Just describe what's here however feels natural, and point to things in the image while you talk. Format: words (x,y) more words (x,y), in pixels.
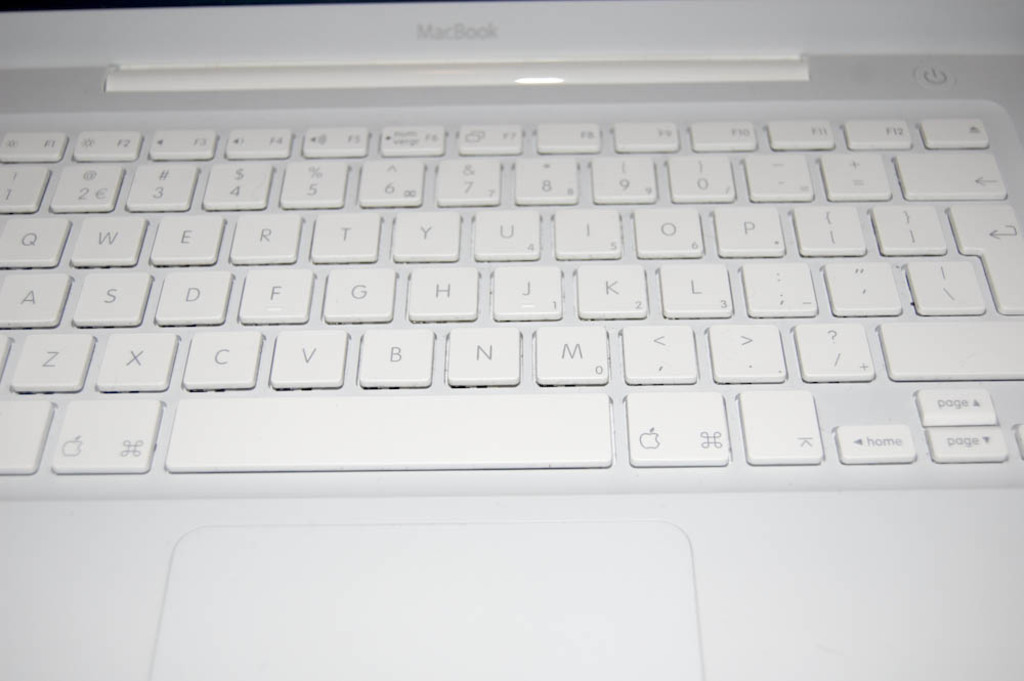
This image consists of a macbook (192,209). At the bottom (578,549), there is a keyboard (625,177) along with a mouse (477,543). The keys (513,401) are in white color.
